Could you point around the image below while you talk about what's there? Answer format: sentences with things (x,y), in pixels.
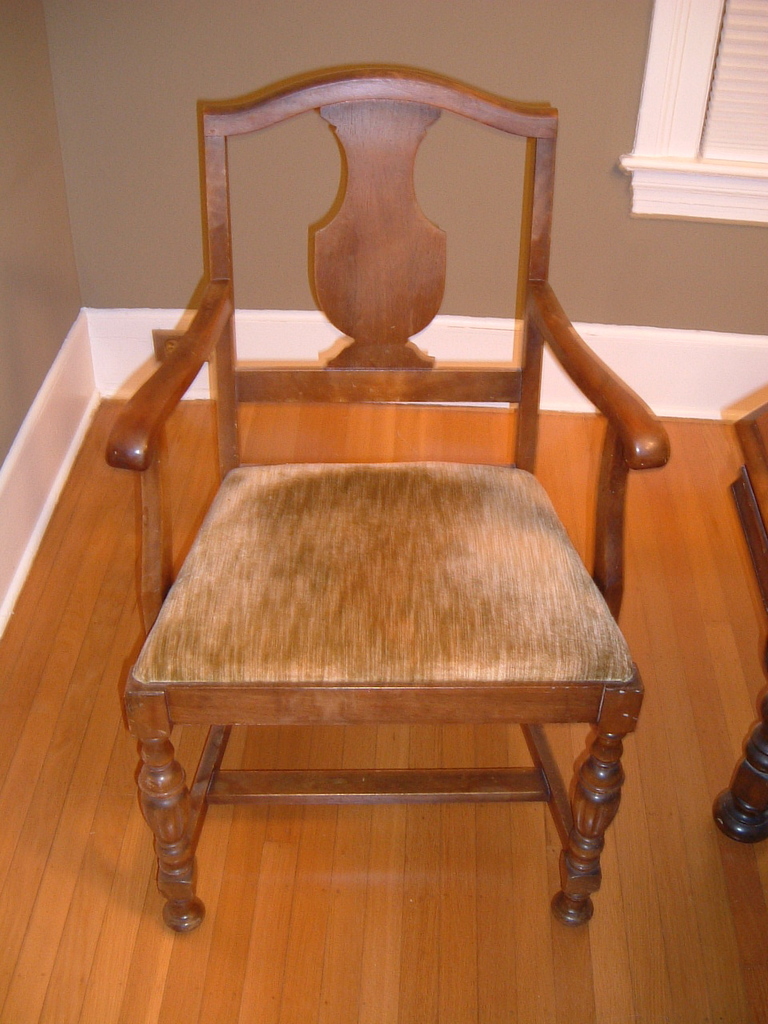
In this image there is a chair (324,539) at front (394,140). At the back side (328,169) there is a wall (243,47).
